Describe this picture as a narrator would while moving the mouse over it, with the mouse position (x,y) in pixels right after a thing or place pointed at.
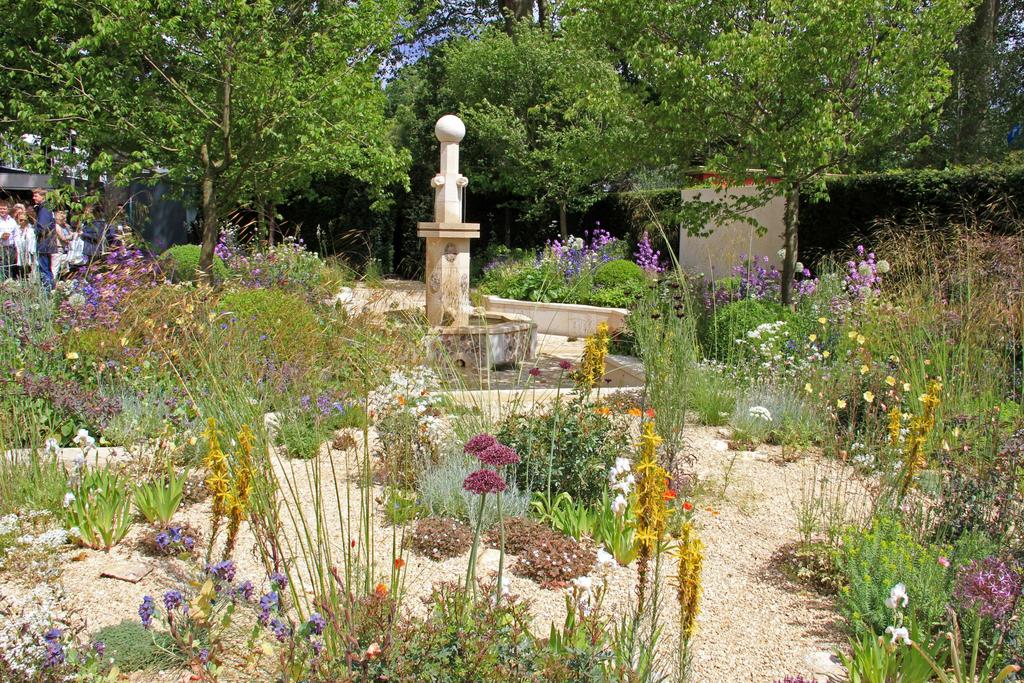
In the middle of the picture (434,298), we see a monument (467,265). At the bottom of the picture (518,543), we see plants (889,518) and these plants (512,647) have flowers (83,434) which are in white, yellow, purple and red color. On the left side of the picture (88,209), we see people (69,261) standing. There are many trees (488,151) in the background (671,105). This picture might be clicked in the garden (443,464).
